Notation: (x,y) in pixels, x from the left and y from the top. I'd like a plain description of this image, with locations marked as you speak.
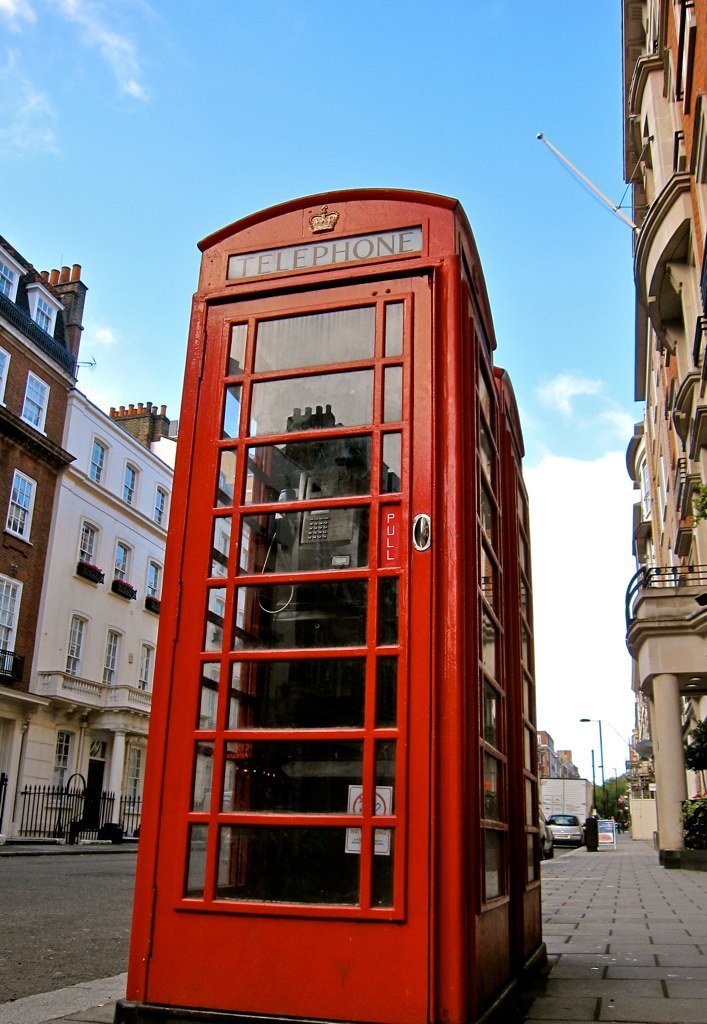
In the middle of the picture (376,419), we see a telephone booth (384,576). It is in red color. This picture is clicked in the city (660,496). On either side of the picture, we see the buildings (645,702). On the left side (79,802), we see the railing (99,792). On the right side (607,844), we see the poles (602,749) and a board (604,829) in white color. Beside that, we see a garbage bin (594,833) and beside that, we see a car (557,827). There are buildings (550,756) and trees (600,799) in the background (550,771). At the top (437,97), we see the sky (497,122) and the clouds (579,510). At the bottom (625,841), we see the pavement (617,857).
